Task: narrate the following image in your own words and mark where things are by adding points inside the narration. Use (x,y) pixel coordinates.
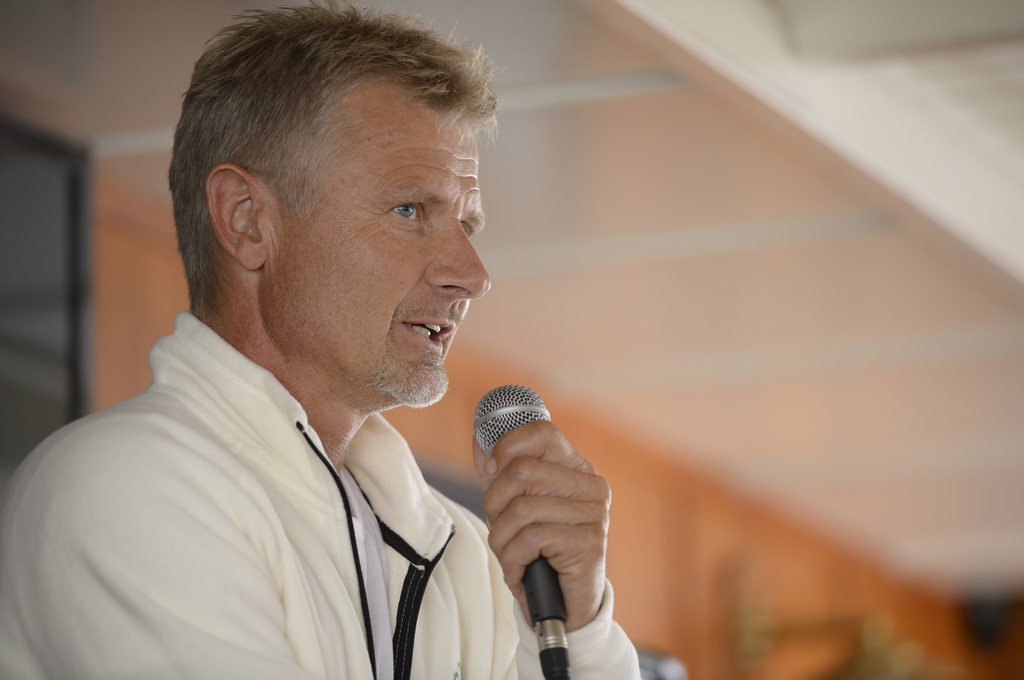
In this image i can see a person (400,356) holding a microphone (480,434).
